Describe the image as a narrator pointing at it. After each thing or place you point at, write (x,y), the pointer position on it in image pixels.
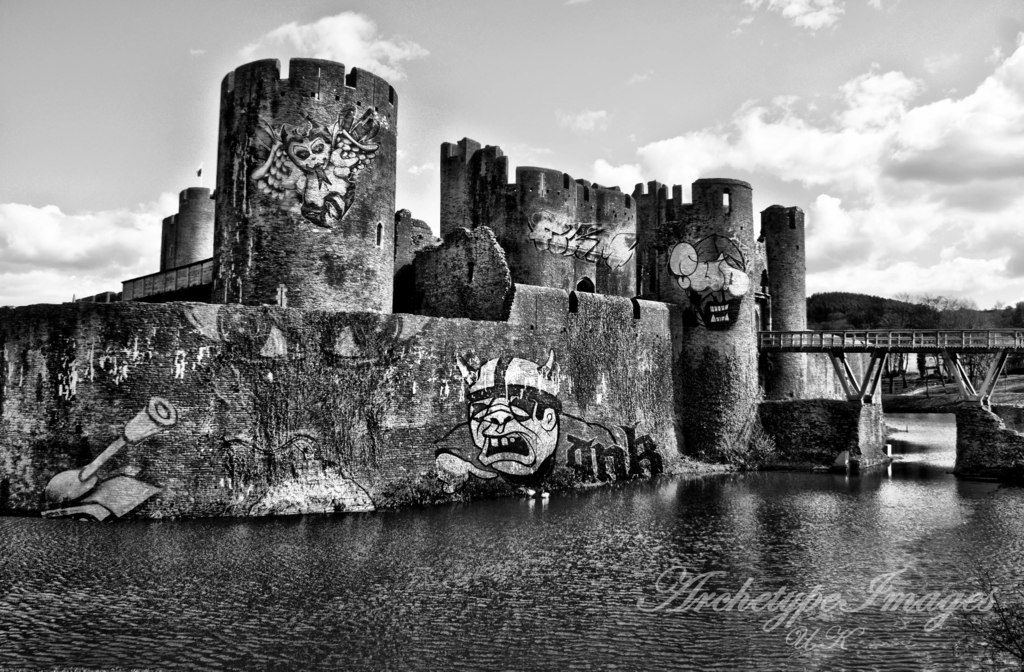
In this image I can see the fort (350,117). And I can see some paintings (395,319) on it. To the right (957,362) there is a bridge (867,351). To the side of the fort (238,471) I can see the water (523,541). In the background (984,313) I can see trees (943,313), clouds (759,139) and the sky (459,59).
